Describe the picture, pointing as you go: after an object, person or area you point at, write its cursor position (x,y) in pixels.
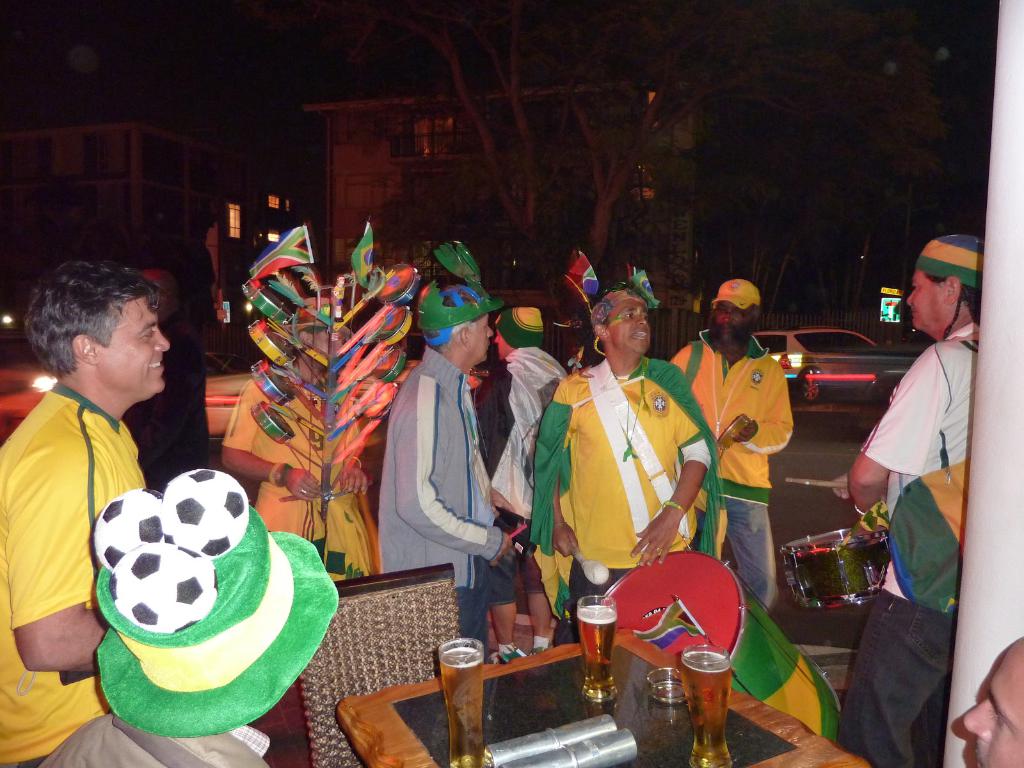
In this picture we can see some persons (903,737) are standing on the road (798,491). This is table (687,735). On the table (671,760) there are glasses (592,695). And this is chair (391,620). Here we can see a vehicle (811,390) on the road (815,429). On the background (404,111) there are buildings (408,156) and these are the trees (588,163).
